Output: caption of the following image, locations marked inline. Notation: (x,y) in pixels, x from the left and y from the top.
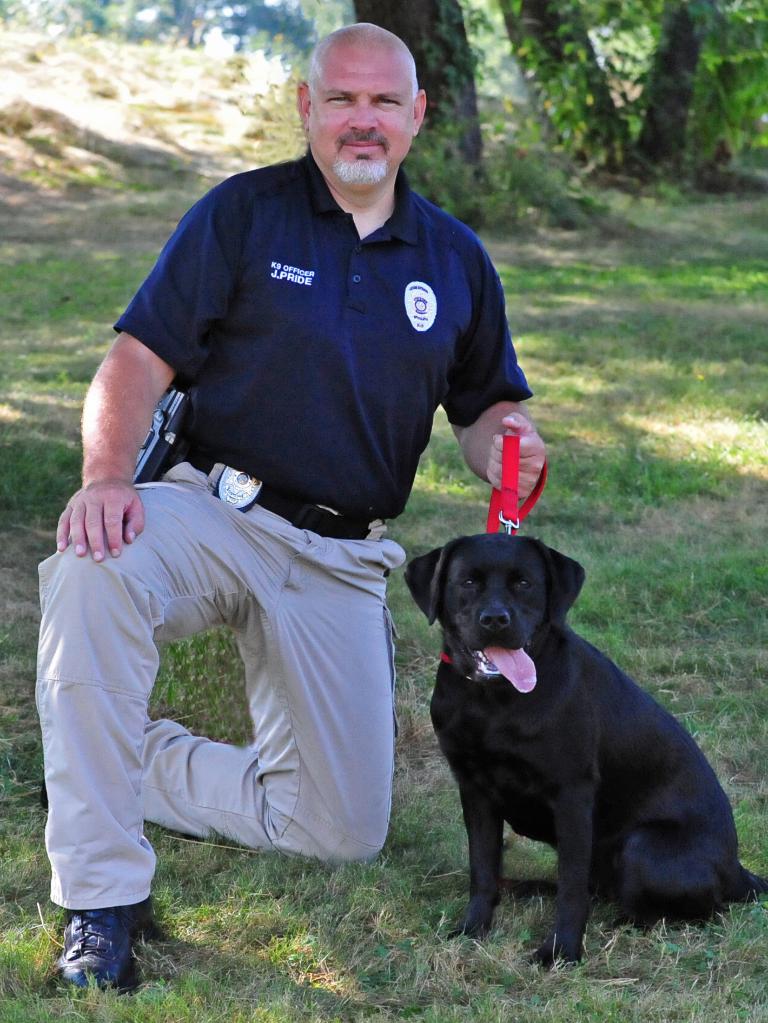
In this image, there is an outside view. There is a person (289,371) wearing clothes (305,311) and holding a dog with leash (515,495). There is a grass (311,897) on the ground (325,891).
